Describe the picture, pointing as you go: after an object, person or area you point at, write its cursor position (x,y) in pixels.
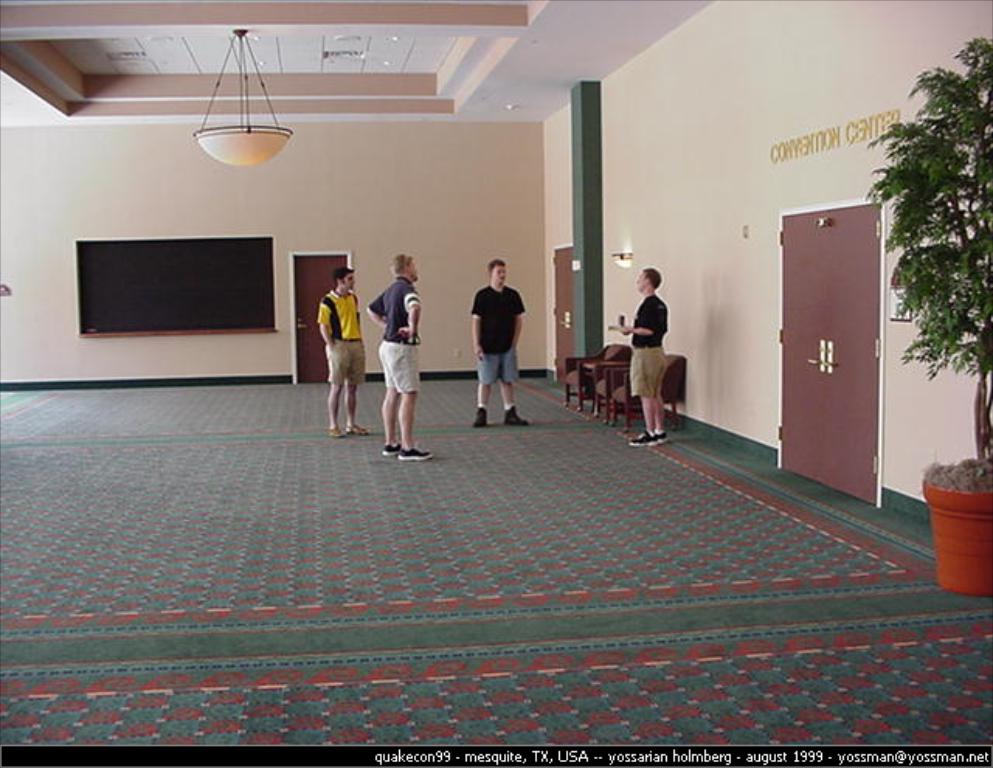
In this image, we can see four people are standing on the floor (329,648). Here we can see doors (829,376), walls (424,234), screen (176,317), chairs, pillars (585,324), plant (985,341) with pot (958,529). Top of the image (509,69), there is a ceiling (361,117).
